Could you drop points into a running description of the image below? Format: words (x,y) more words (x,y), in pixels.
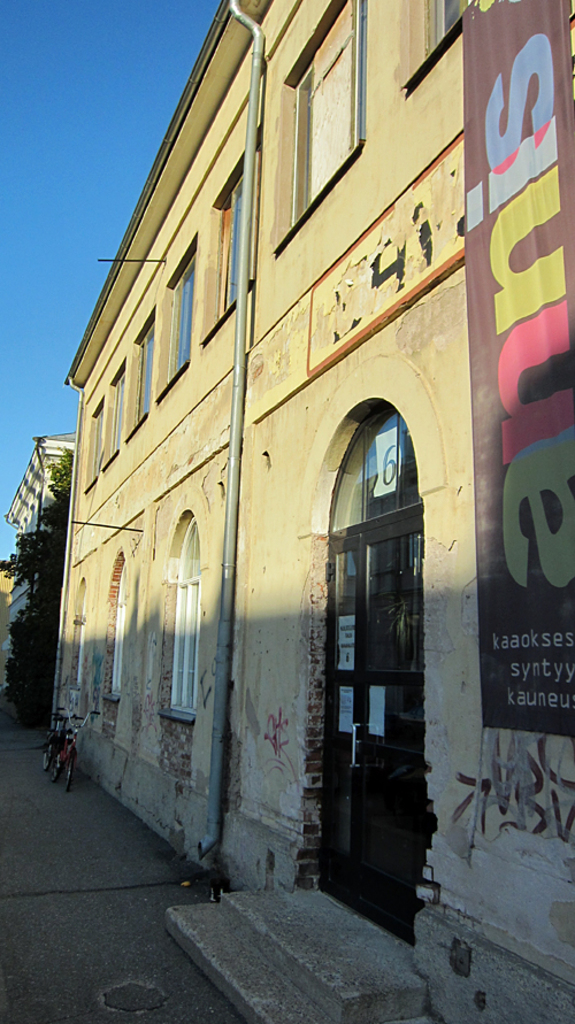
In this image we can see some buildings (432,721) with windows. We can also see the bicycles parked aside, trees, a banner (558,182) with some text (494,637) on it and the sky (57,321).
